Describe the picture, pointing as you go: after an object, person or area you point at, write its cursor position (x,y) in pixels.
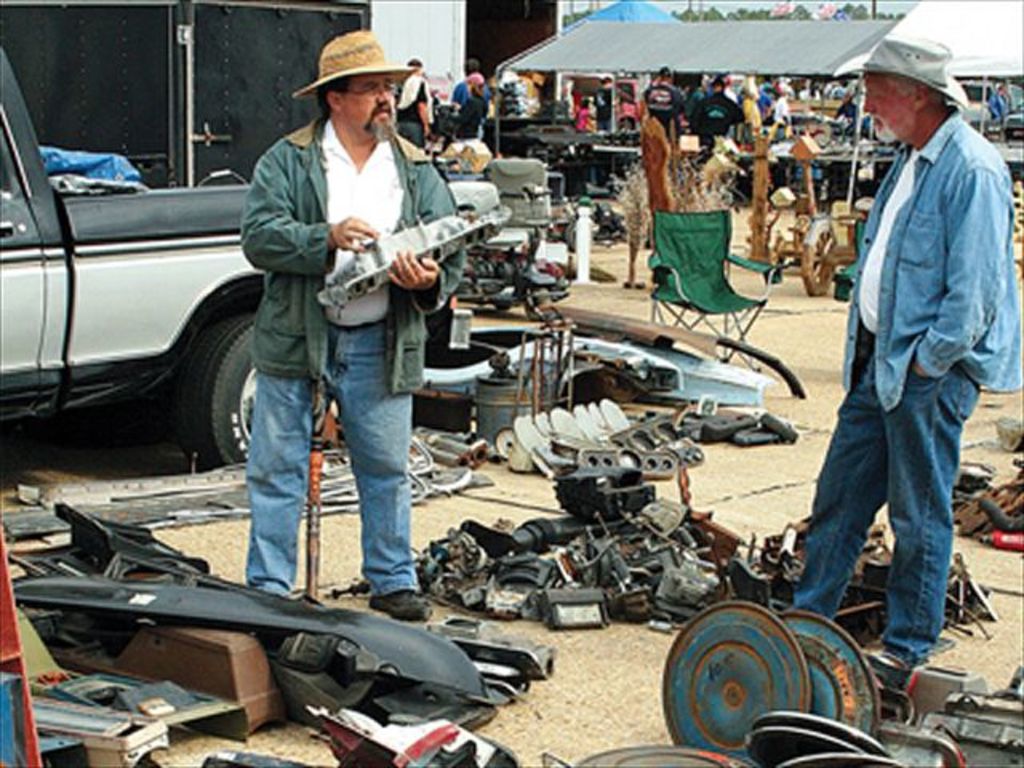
In this image we can see two persons (378,321) in the foreground (361,327) and among them a person (369,353) is holding an object (339,279). There are groups of objects (472,411) in the foreground (636,428). Behind the persons (915,262) we can see a group of objects (693,146) and persons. On the left side (104,348), we can see a vehicle (128,272) and behind the vehicle (97,282) we can see a black object (188,68).
